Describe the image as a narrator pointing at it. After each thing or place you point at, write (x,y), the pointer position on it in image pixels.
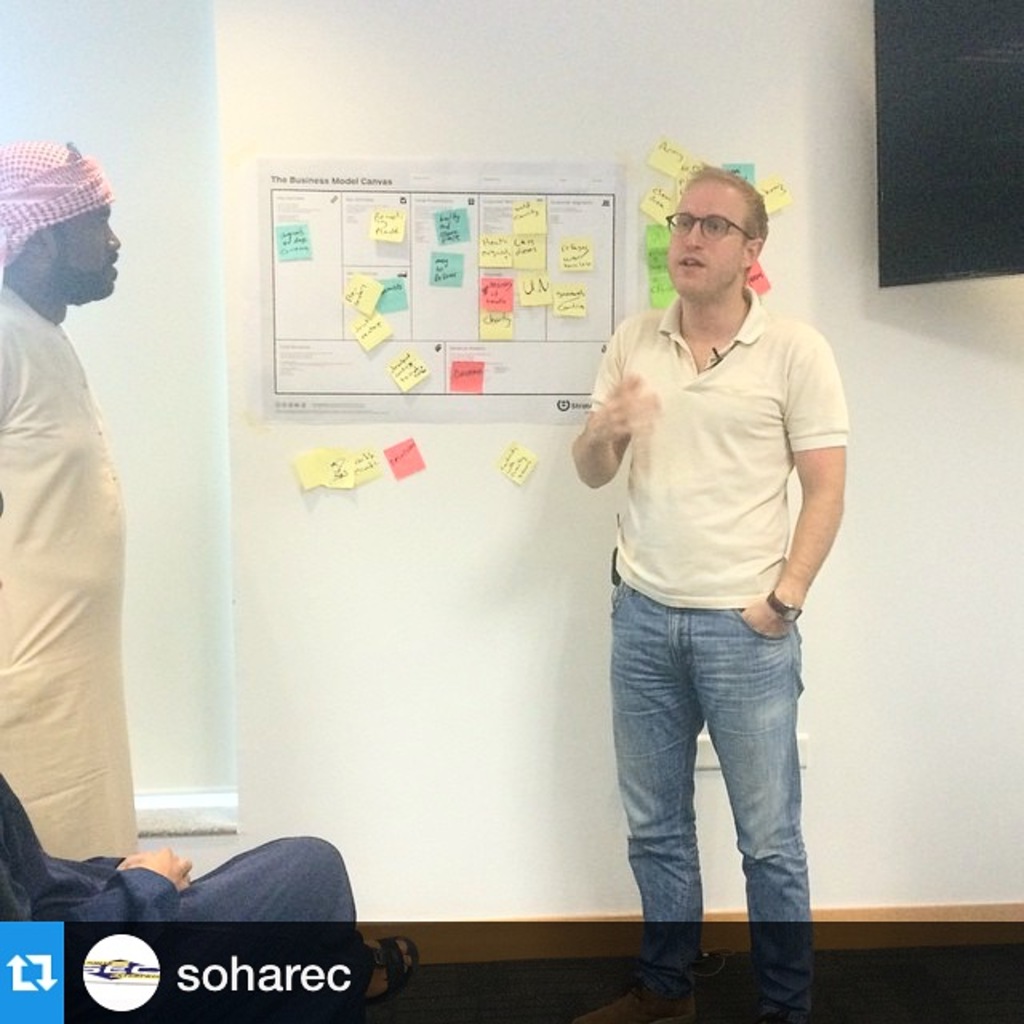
In this picture I can see there is a man (810,341) standing here and he is wearing a cream t-shirt (639,337) and there is a chart (469,339) and there are some notes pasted on it. On to the left side (81,277) I can see there is a man (71,263) standing.
